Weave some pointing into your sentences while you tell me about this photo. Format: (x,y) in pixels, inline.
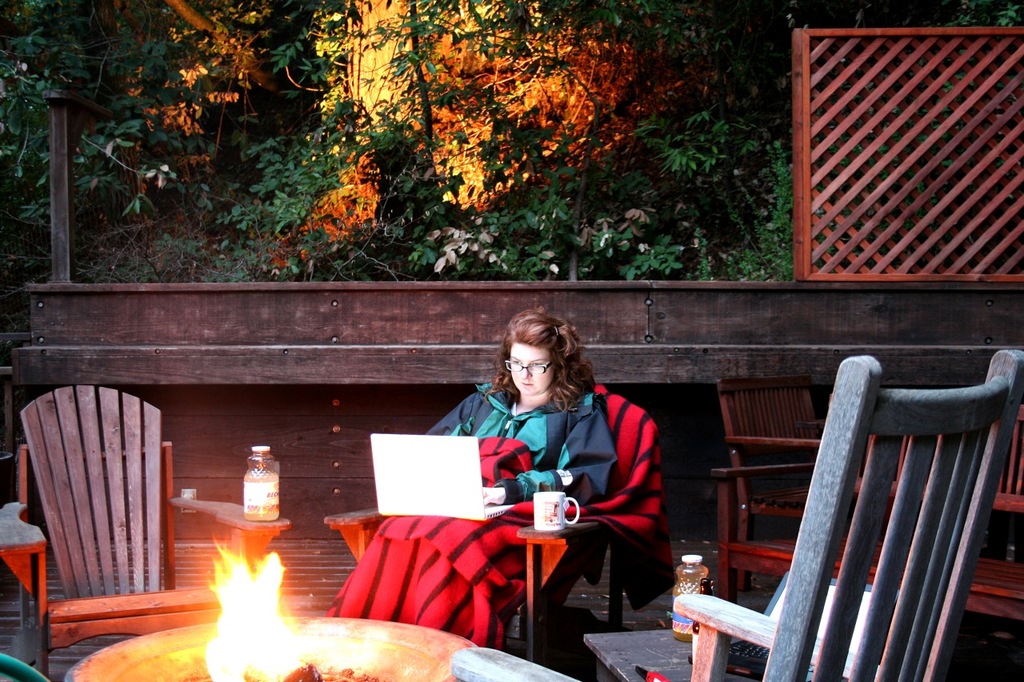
In the image we can see there is a woman (509,502) who is sitting on chair (533,528) with laptop (426,472) on her lap (512,519).
